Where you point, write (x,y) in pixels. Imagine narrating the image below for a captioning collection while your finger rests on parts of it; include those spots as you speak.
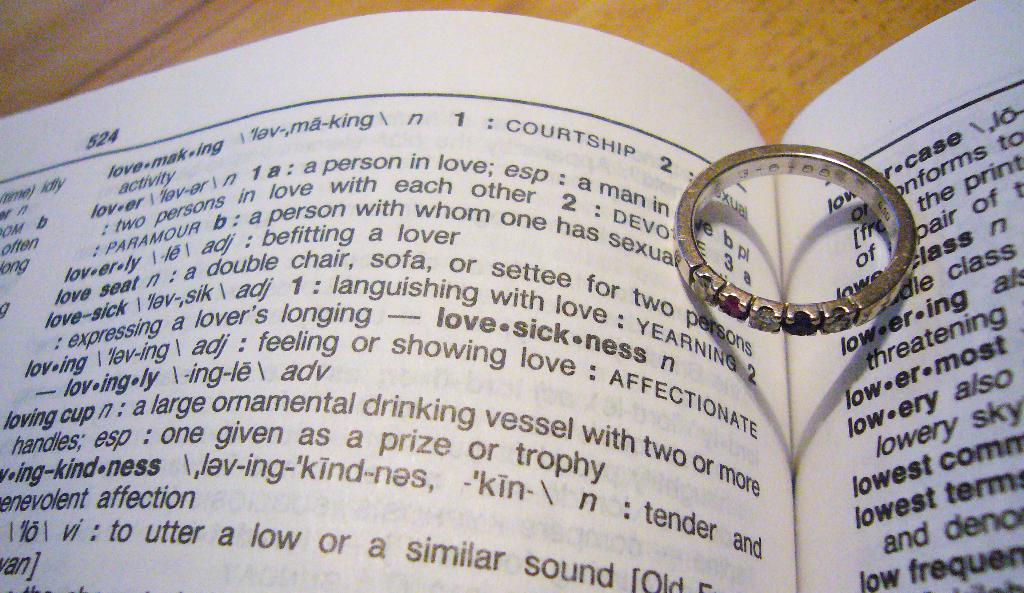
In this image I can see a ring (804,162). I can see a book (544,414) with some text (239,465) written on it. In the background (644,11), I can see the table (692,51).
